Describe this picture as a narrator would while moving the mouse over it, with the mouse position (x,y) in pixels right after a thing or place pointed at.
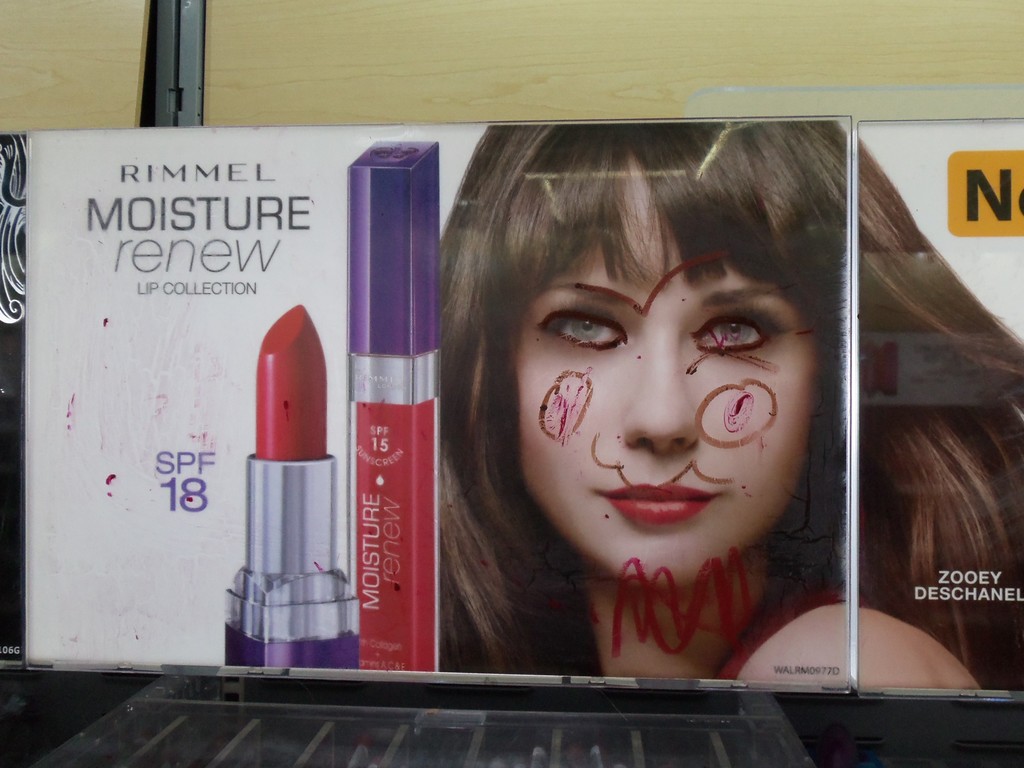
In this image, there is an advertisement board (803,659) contains a person (557,461) and lipstick (280,586).
